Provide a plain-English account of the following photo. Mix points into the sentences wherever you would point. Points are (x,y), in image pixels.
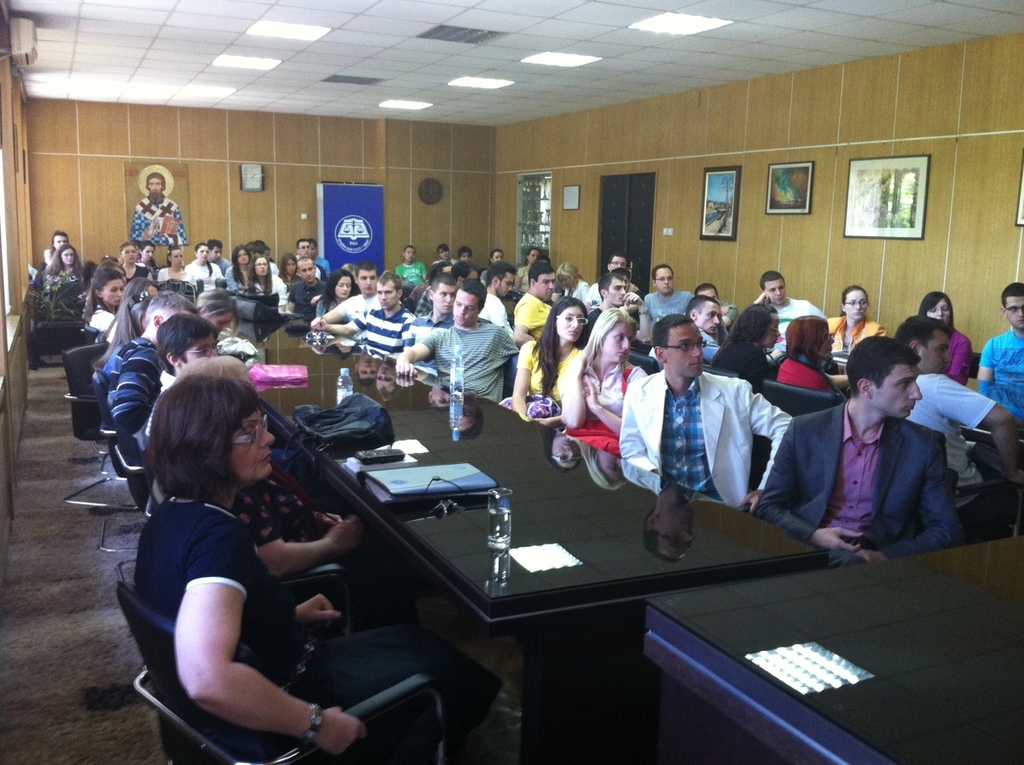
This picture might be taken in a conference hall (428,576), in this picture in the center (649,444) there are a group of people (470,343) who are sitting on chairs (756,441) and there are some tables (396,425). On the tables (713,530) we could see some books (475,486), papers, glasses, laptops (461,484) and some other objects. At the bottom (748,653) there is one table (748,653) and in the background (306,225) there is a wooden wall (910,257), on the wall (854,245) there are some photo frames (860,223). On the top (387,56) there is ceiling (441,56) and some lights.
